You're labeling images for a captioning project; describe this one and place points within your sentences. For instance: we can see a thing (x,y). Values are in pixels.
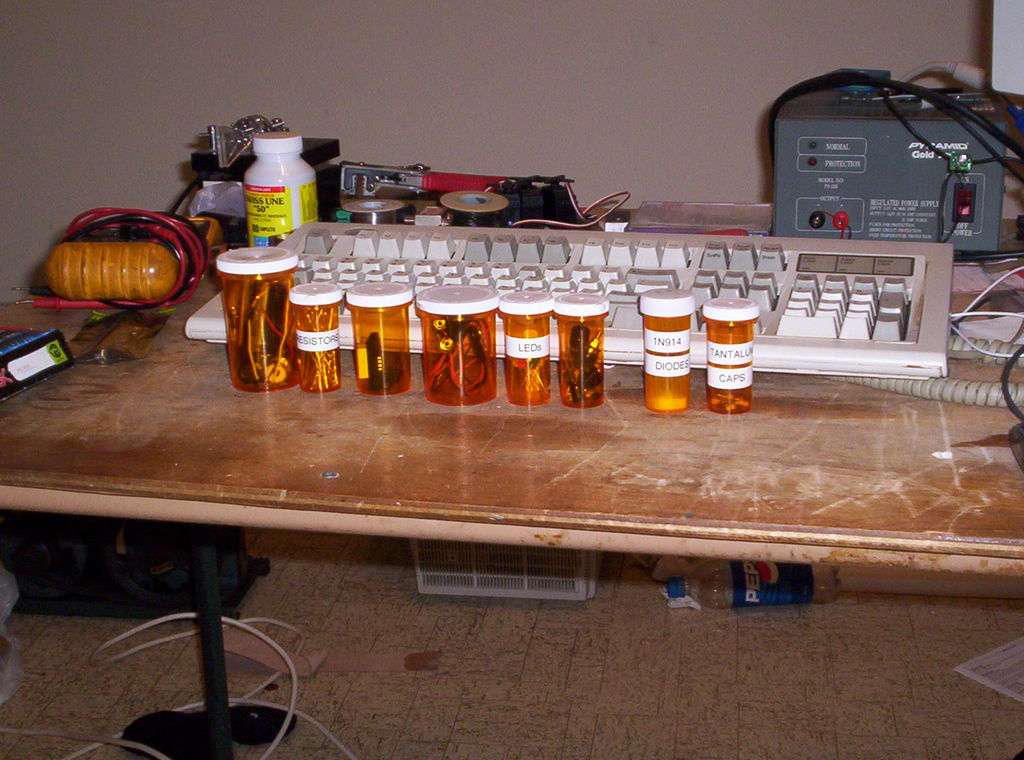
In this image we can see objects (610,306) on the table (899,397). In the background of the image (520,27) there is wall (403,82). At the bottom of the image (625,625) there is floor (749,639). There is a bottle (797,578). There are wires (226,618) and other objects (22,546).
